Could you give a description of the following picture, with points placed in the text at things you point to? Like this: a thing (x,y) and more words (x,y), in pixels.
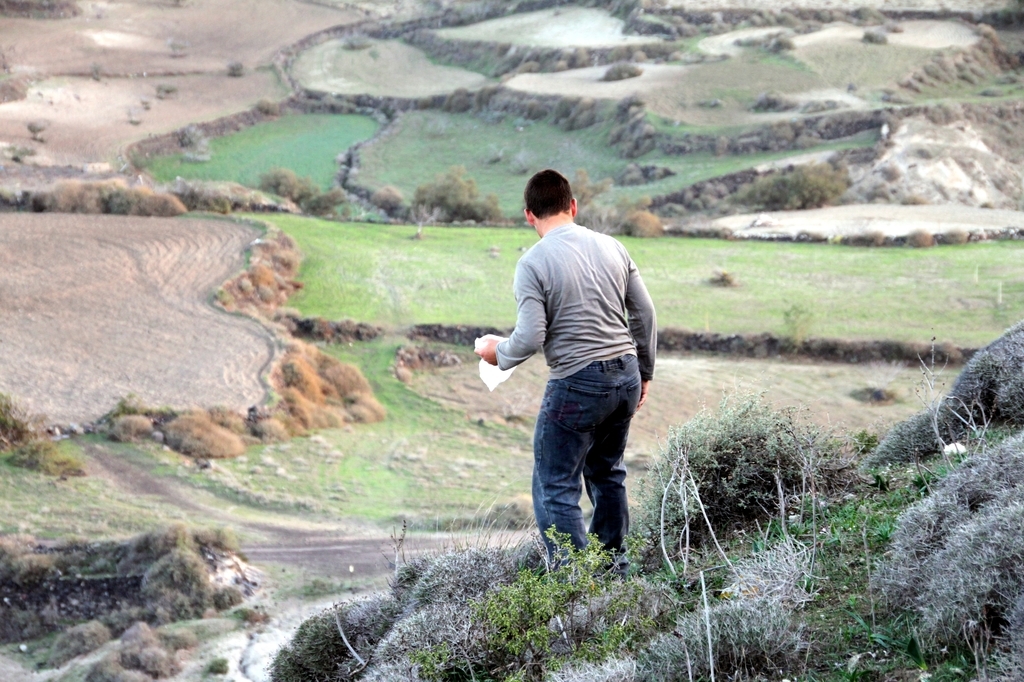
In this image there is a person (616,351) standing on the land (844,627) having few plants (777,626) on it. Before him there is land (785,150) having some grass (430,175), plants (327,374), rocks (782,353) are on it.
